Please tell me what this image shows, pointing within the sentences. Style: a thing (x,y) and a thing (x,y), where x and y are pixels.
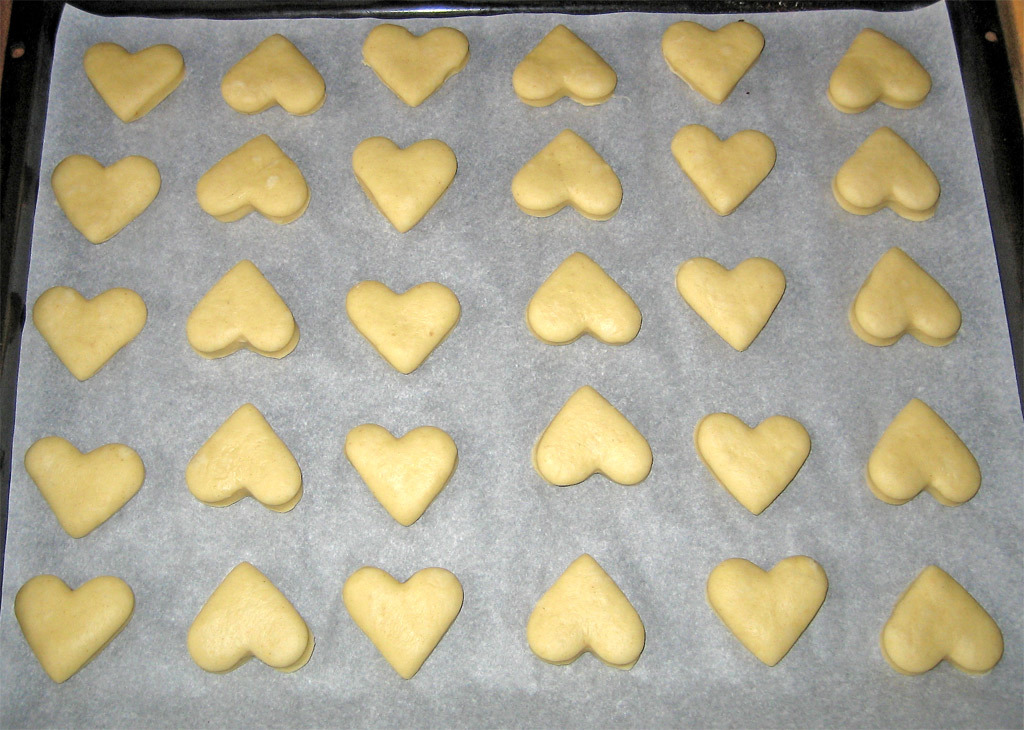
In this image there is a tray (997,162) with a butter paper (77,135) and cookie dough (792,622) in the heart shape and they are ready to bake.
